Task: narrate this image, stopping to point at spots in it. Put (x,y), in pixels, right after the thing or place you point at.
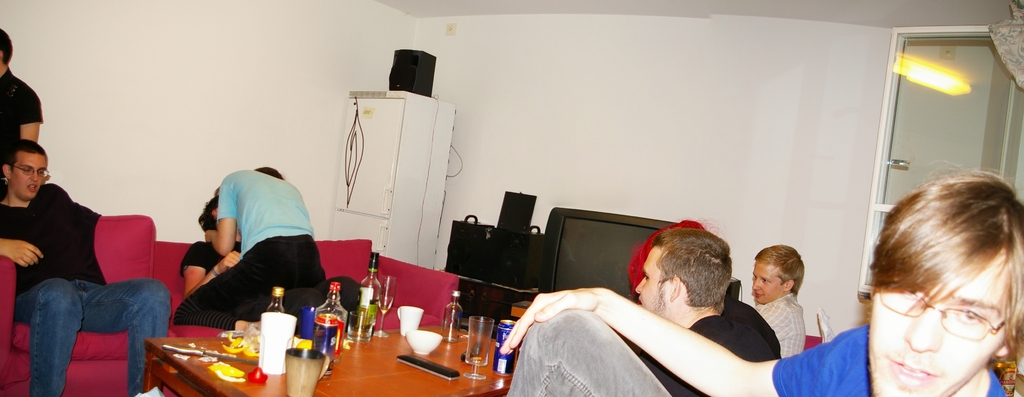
This picture shows an inner view of a room (278,60), one glass door (901,67) is there. Near to the door (964,78) one object (1010,49) hanging on the wall (494,164). One refrigerator (437,108), one T. V (560,235), one speaker (417,85) and some objects (496,262) are there. There are some chairs (106,260), some people (782,304) are sitting and one man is standing. Some different objects (437,366) are there on the table (460,358). There is one bottle (1005,370) backside of a person (994,378).
